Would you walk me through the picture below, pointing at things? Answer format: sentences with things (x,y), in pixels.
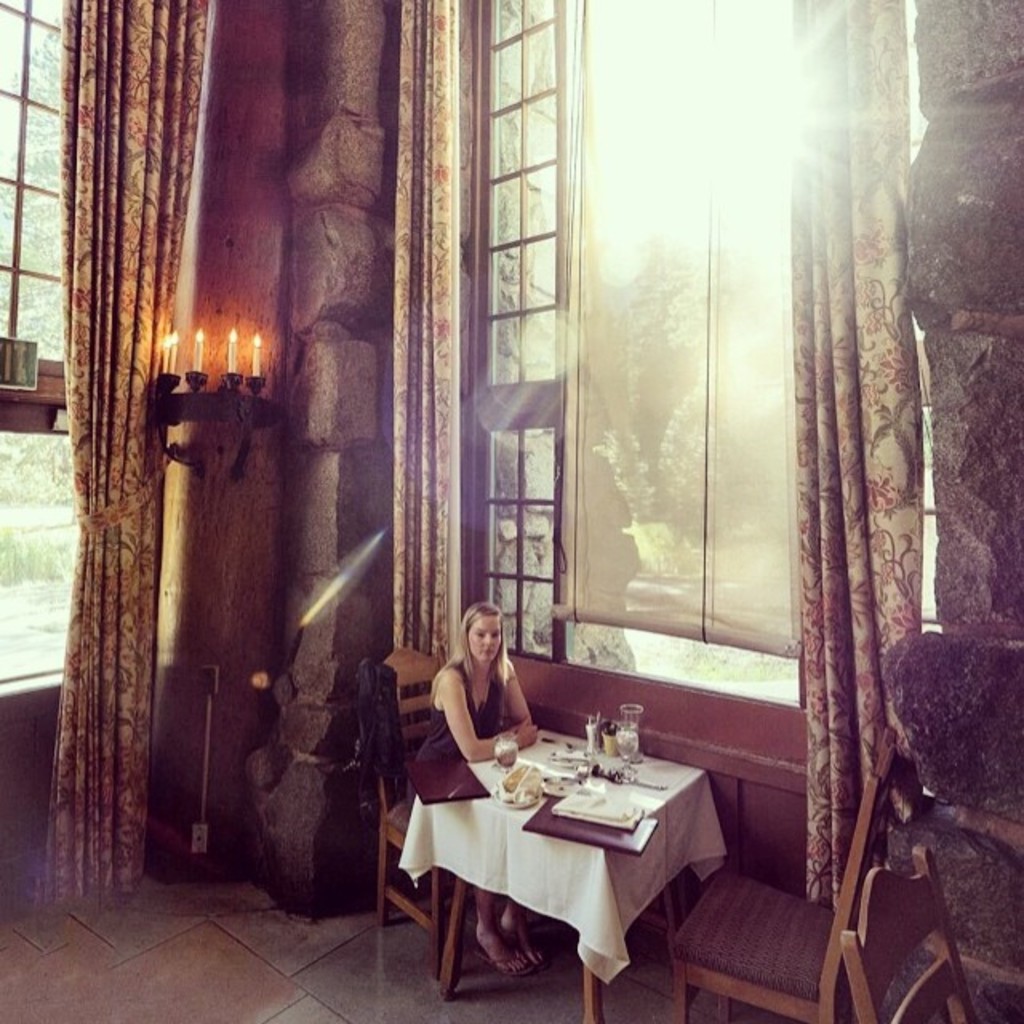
In this picture there is a room (450,873) in which a woman (474,708) is sitting in a chair (397,892) in front of a table (616,793). There are some food items (522,802) and accessories (600,804) on the table (594,793). We can observe curtains (108,749) and candles (201,360). In the background (666,366), there is a window (665,300) and trees (665,294) here.
